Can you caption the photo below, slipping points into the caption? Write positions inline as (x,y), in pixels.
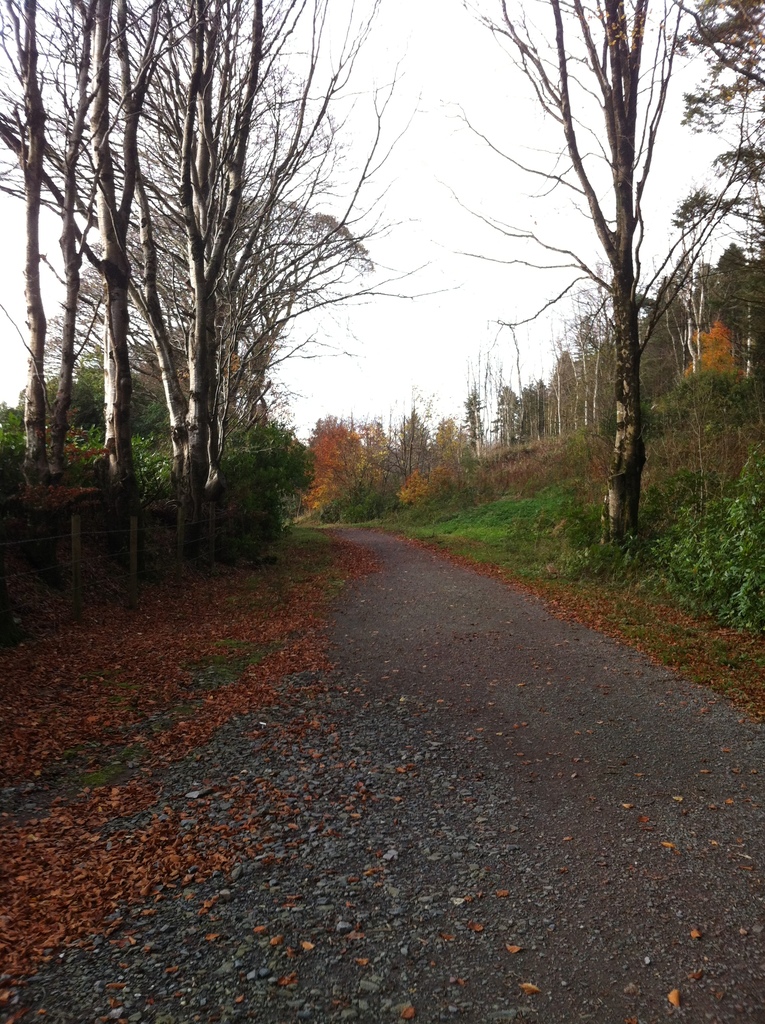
In this picture there is a road (361,671), beside the road (381,612) I can see many trees (304,494), plants (534,475), grass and leaves (256,591). At the top (434,77) there is a sky (441,74).
